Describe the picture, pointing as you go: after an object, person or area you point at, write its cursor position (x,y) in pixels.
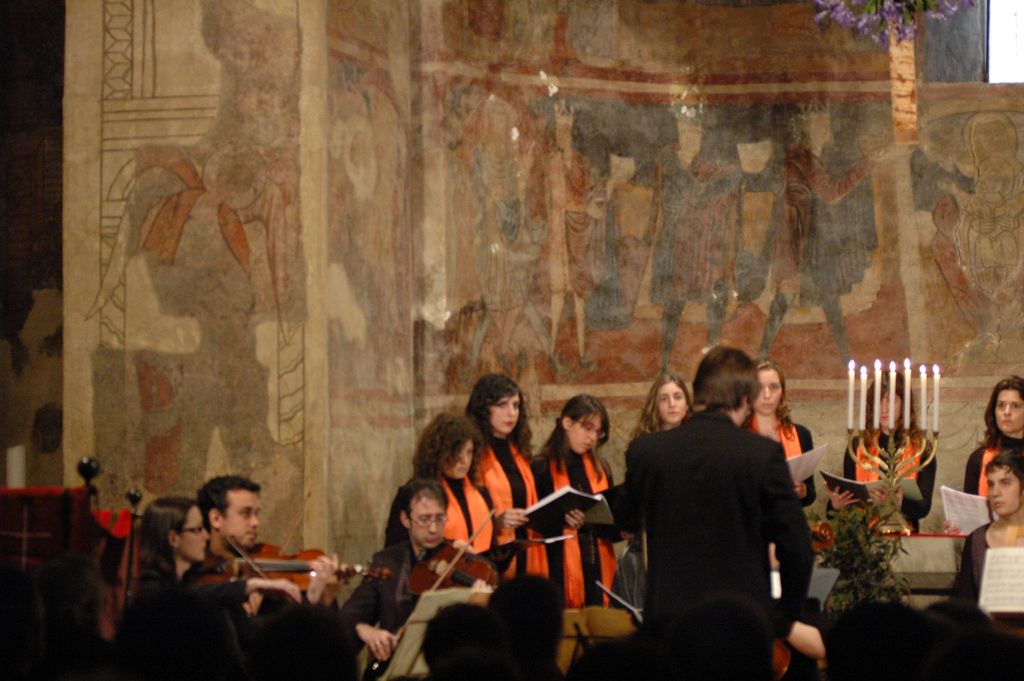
in this picture we can see a man (706,499) standing on the floor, and a group of people (594,420) standing and holding books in their hand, and at opposite group of people (208,526) are sitting and playing violin (259,570), and at back (519,70) there is a wall (496,88).
